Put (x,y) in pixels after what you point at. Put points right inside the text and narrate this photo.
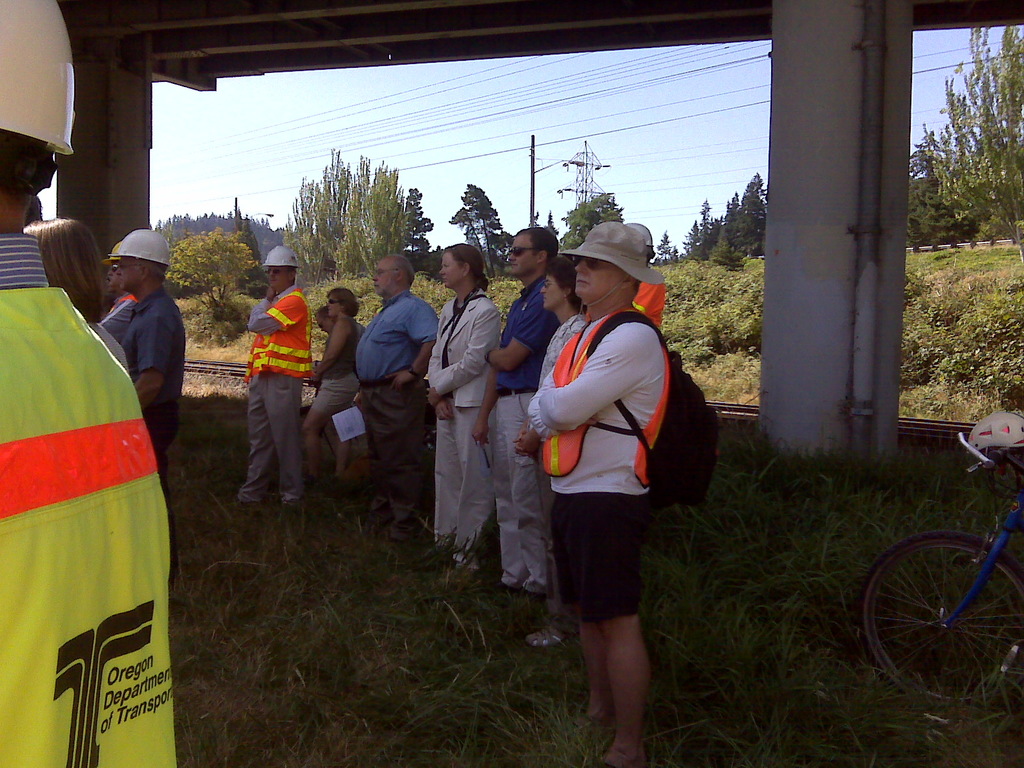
In this image, I can see group of people (456,248) and all of them are standing on the grass (474,731) and there is a cycle (992,463) to the right (985,445) and there is a helmet (985,422) on it. In the background (1004,407) I can see lots of plants (188,347), trees (963,117), a tower (582,148) and the sky (310,85).
